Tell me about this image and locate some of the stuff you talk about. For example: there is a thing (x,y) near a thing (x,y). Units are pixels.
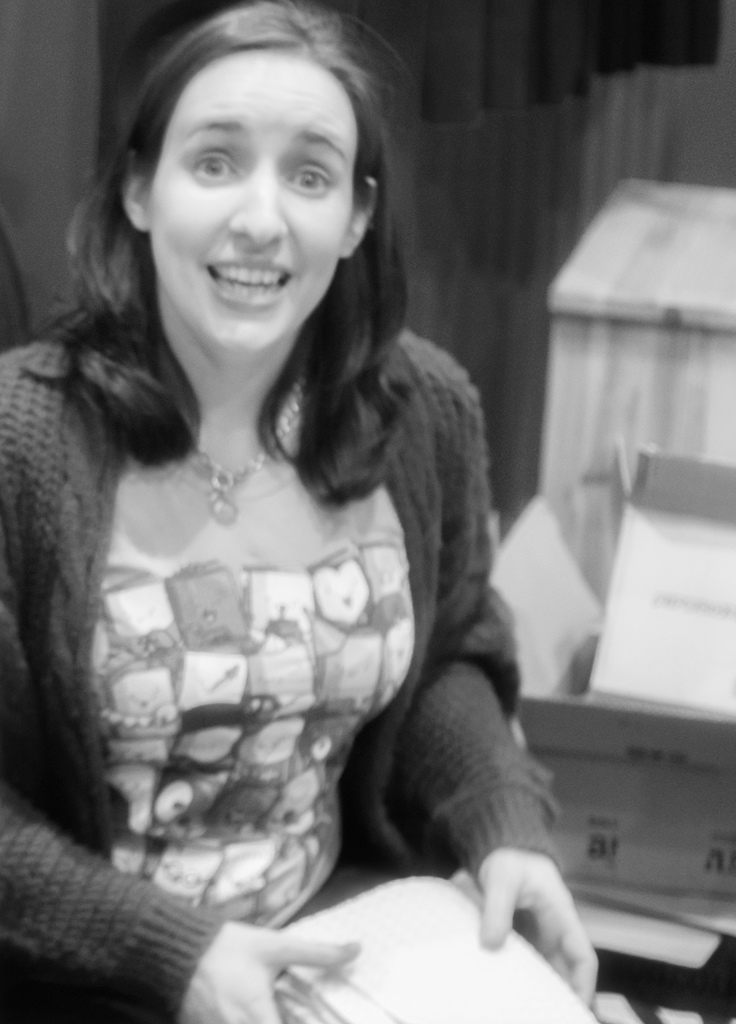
In this image I can see the black and white picture in which I can see a woman (227,586) wearing dress (153,646) and chain (261,458) is holding few objects (358,907) in her hand (229,958). In the background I can see few other objects (587,702).
